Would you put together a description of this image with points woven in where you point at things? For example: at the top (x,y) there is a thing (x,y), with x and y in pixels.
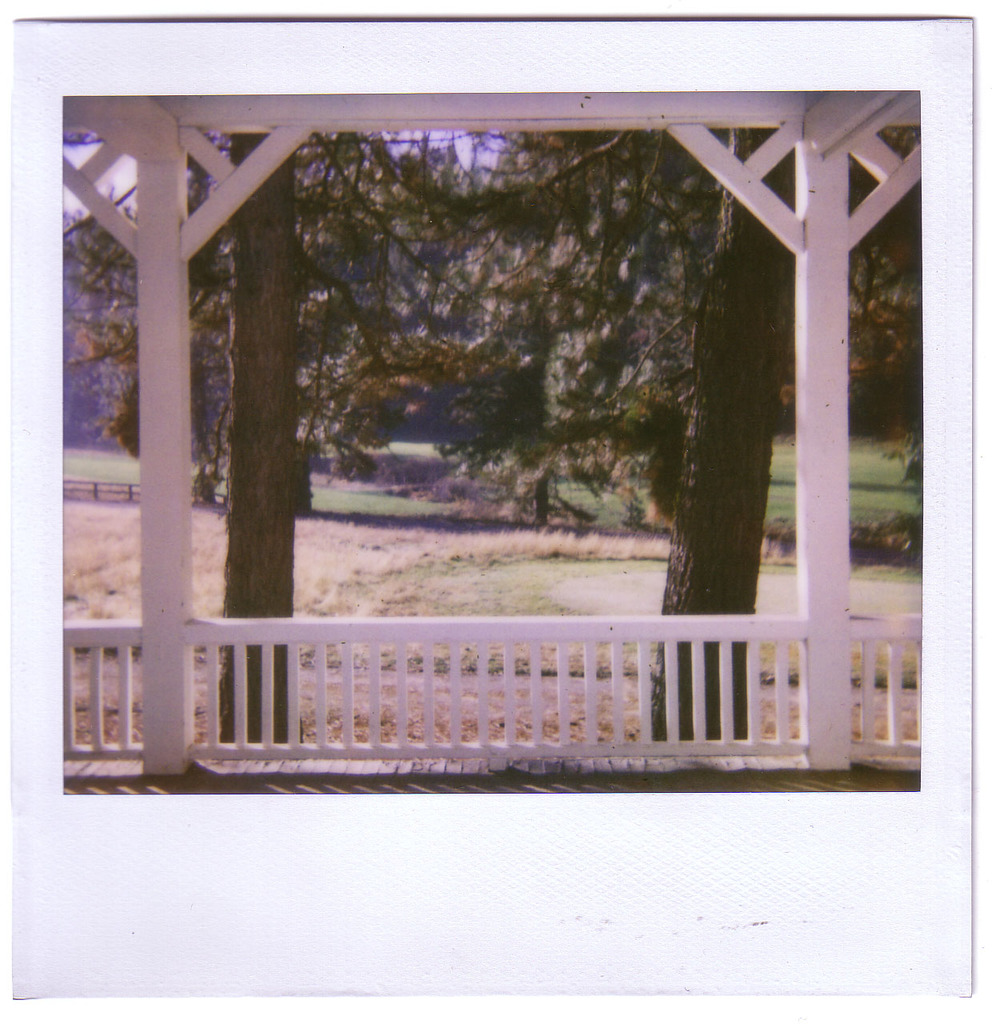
In this image we can see wooden pillars (163,574) and railing (511,689). In the background (316,400), we can see trees (386,341), a grassy land (463,543) and a sky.
